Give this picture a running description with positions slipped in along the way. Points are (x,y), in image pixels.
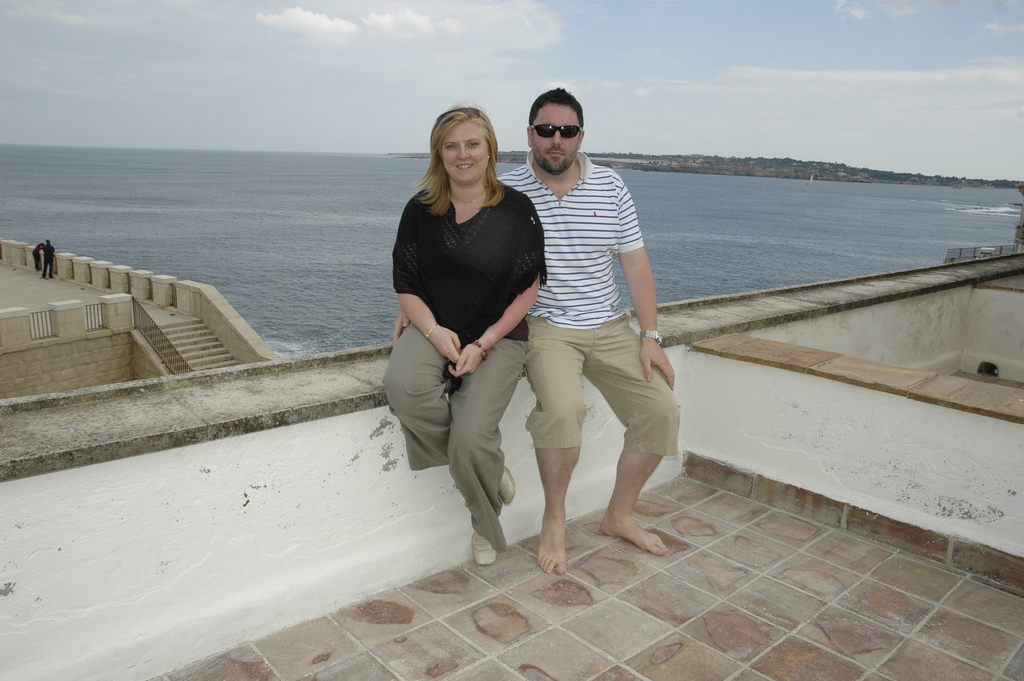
In the image we can see a man (563,366) and a woman (502,387) sitting, they are wearing clothes (530,352), wrist watch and they are smiling, the man (564,329) is wearing goggles (552,127). Here we can see stairs (211,342), the floor (652,599), the sea (752,279), hill (772,169) and the cloudy sky (313,35). We can even see there is another person (45,258) standing and wearing clothes (48,273).
